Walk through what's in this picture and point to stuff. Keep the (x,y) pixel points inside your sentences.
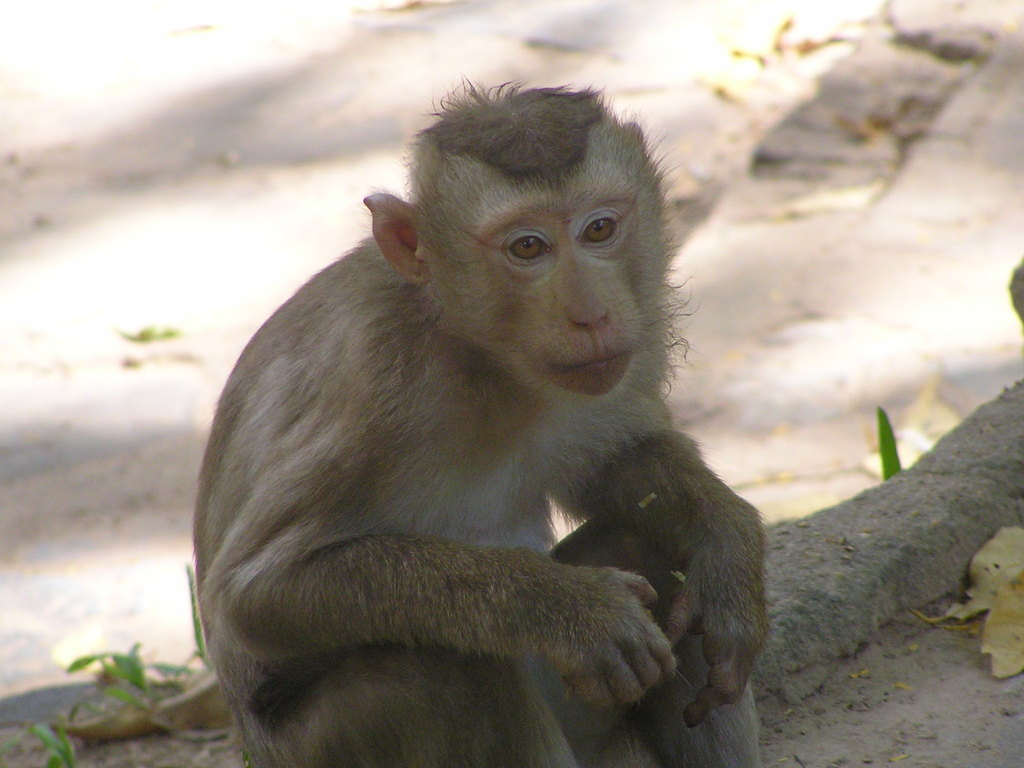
In this image I can see a monkey (428,504) is sitting on the ground (822,717) and I can see some leaves (96,720) around this.
